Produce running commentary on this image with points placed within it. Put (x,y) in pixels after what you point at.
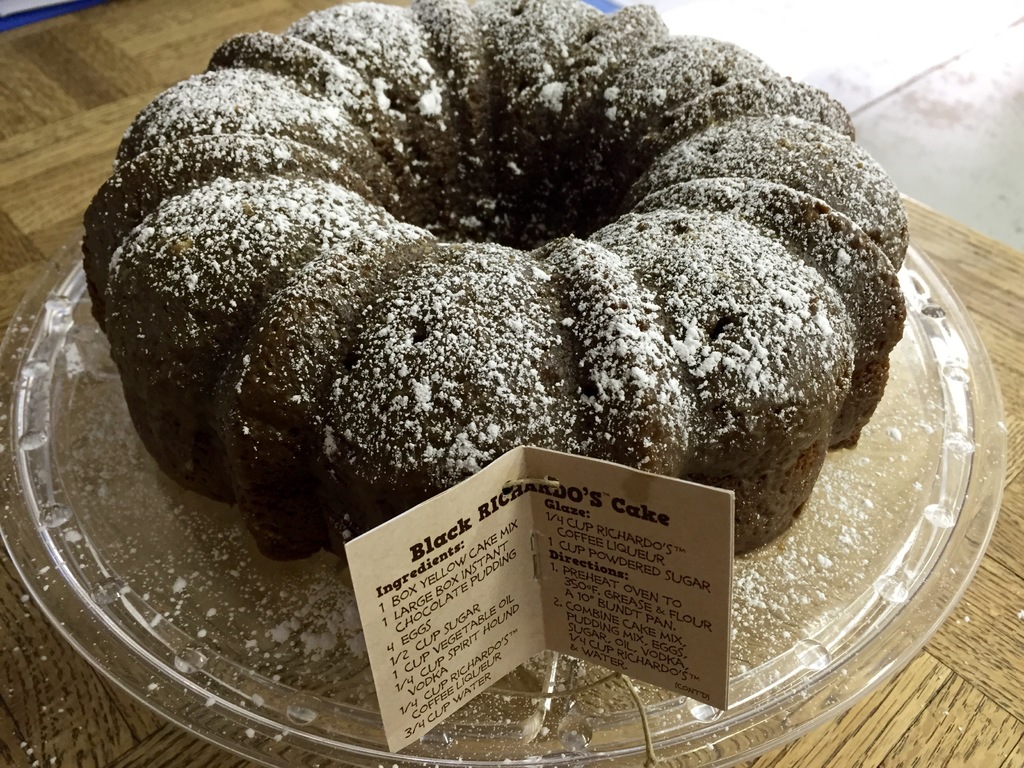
In this picture I can see a cake (413,327) in the tray (949,329) and I can see a tag (529,638) with some text (427,606) on the wooden table (222,766).
